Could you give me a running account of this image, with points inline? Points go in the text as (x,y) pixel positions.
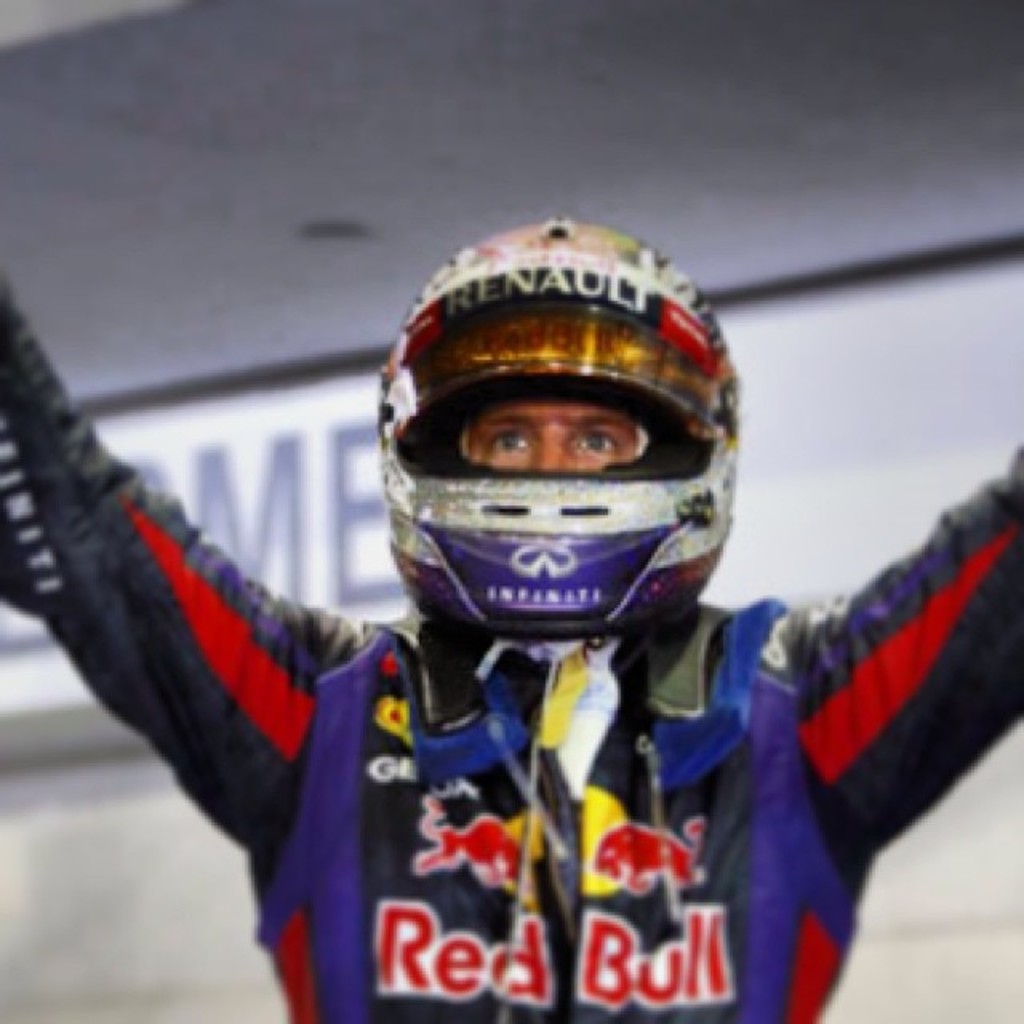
Background (298,483) portion of the picture is blurry and we can see a board (265,548). In this picture we can see a person (563,417) wearing a helmet (578,506).
